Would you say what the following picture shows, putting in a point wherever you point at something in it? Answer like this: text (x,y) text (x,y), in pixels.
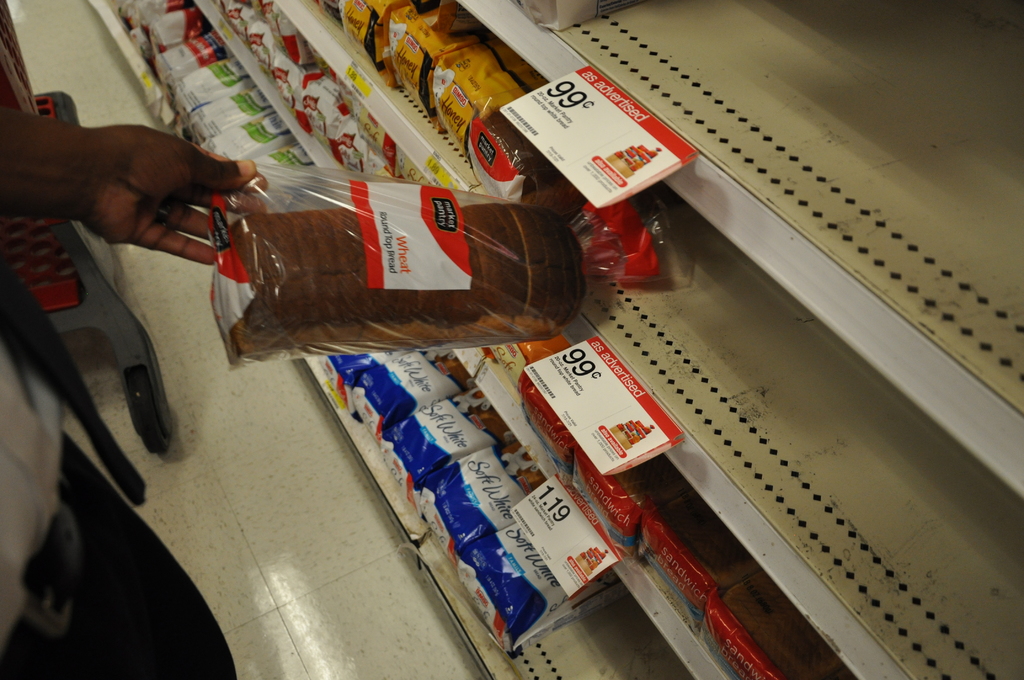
In this picture, we see the rack (666,333) in which many items (725,579) are placed. On the left side (2,472), we see the man (50,476) holding the bread packet (370,286). Behind him, we see a shopping trolley (54,267). This picture might be clicked in the supermarket (65,277).
